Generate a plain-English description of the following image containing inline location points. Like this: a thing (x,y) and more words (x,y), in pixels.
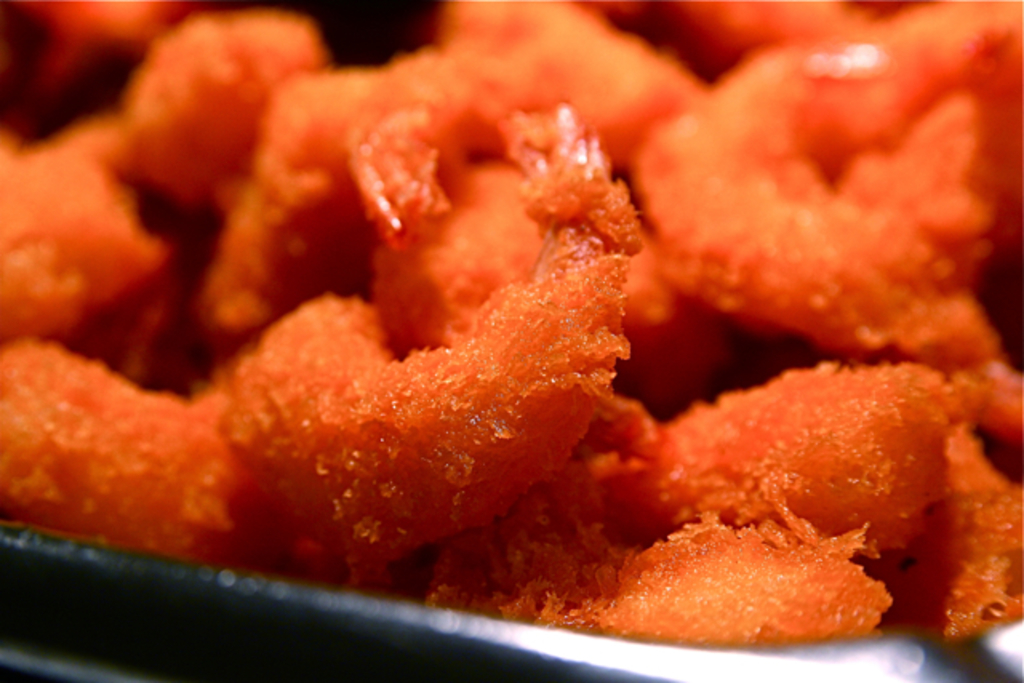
In this image there is a food item (386,306) might be kept on the plate (449,611).
